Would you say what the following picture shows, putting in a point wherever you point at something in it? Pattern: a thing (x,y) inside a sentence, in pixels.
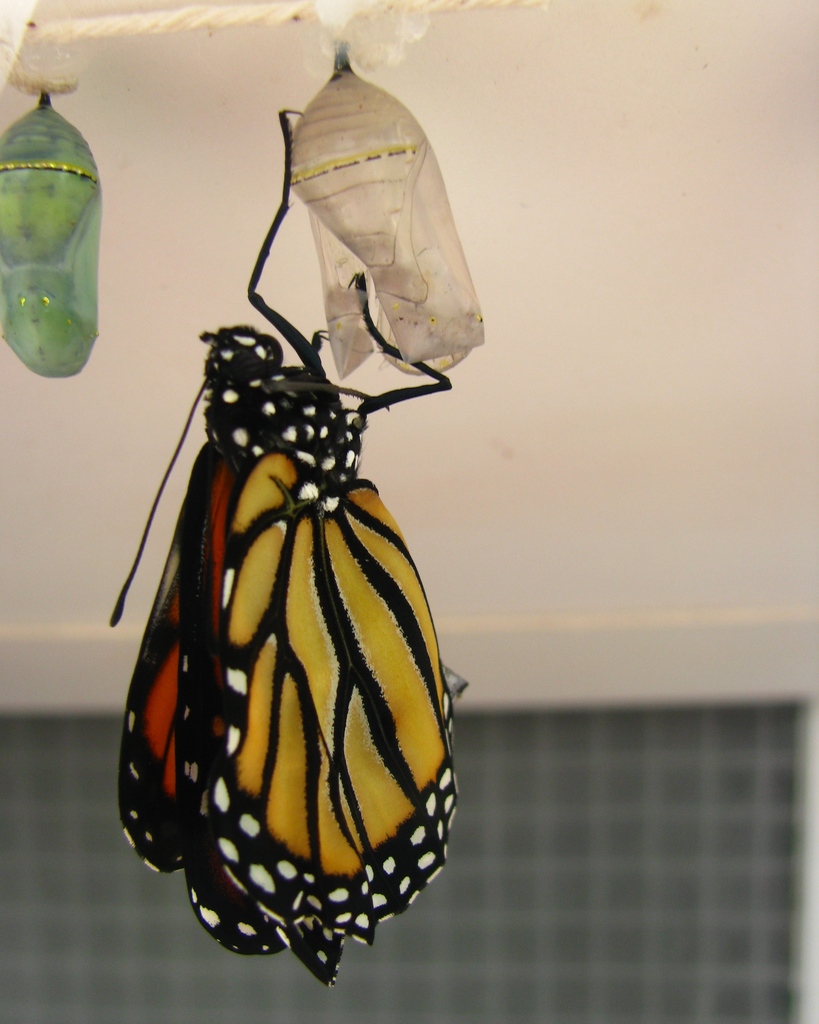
This image consists of a butterfly (189,589) is hanging to an object (410,202). In the background (652,644), there is a wall (29,404). At the bottom (444,967), there is a window (468,967).
